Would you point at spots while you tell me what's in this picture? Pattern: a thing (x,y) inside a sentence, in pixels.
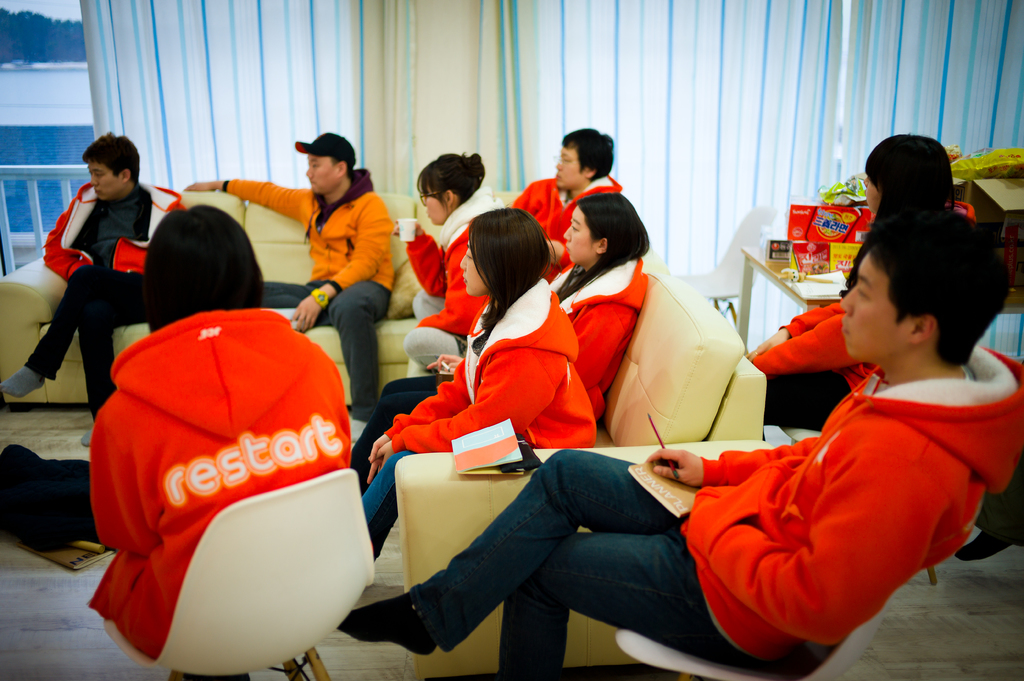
In this picture, we see six people (460,254) are sitting on the sofa (424,216). In front of the picture, we see three people (514,525) are sitting on the chairs (334,584). The man (646,505) on the right side (727,532) is holding a book (674,509) and a pen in his hand (656,466). Beside him, we see a book (511,436) is placed on the sofa (475,507). On the right side (789,264), we see a table (780,282) on which carton box (987,197) and some objects (813,247) are placed. On the left side (20,453), we see a black color object (66,496) is placed on the floor (38,595). In the background (247,83), we see a white curtain (306,89), railing (36,173) and window (48,146) from which trees (59,27) and a building (65,130) are visible.
